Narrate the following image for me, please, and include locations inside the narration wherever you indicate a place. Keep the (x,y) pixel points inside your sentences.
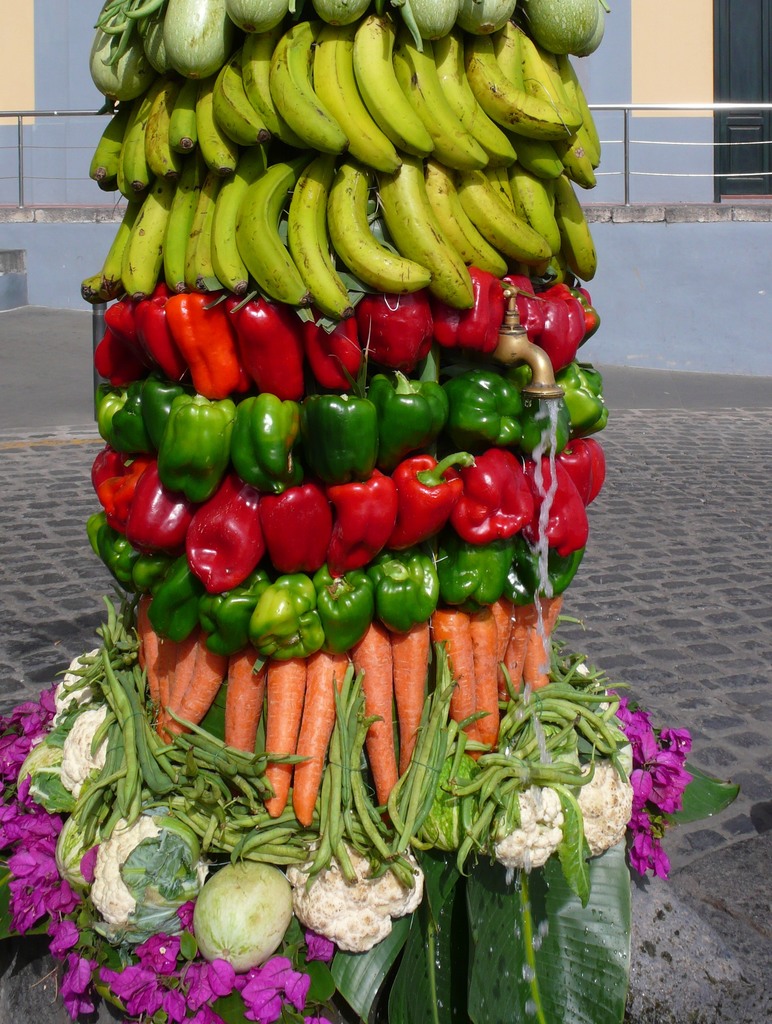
In this picture we can see flowers (201,989), leaves (560,920), carrots (201,676), capsicums (487,591), bananas (566,264), cauliflowers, tap (514,345) and in the background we can see the floor (26,409), fence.
